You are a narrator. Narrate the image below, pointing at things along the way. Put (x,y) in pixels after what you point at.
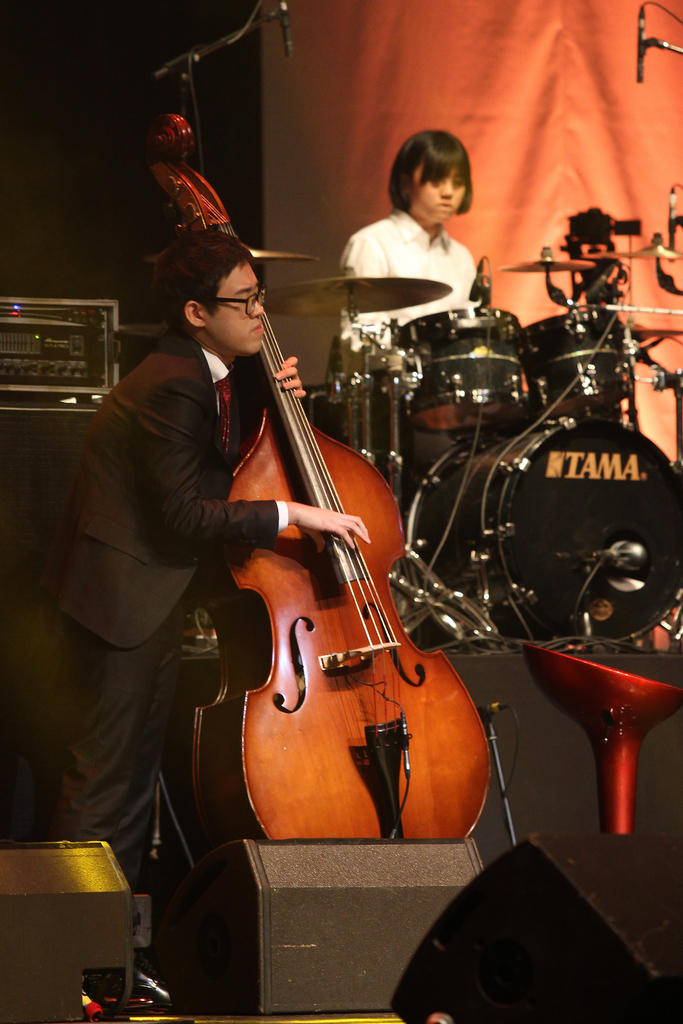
In this picture there are two people (223,442) are performing the music instruments (332,587). The women (388,230) in white shirt (410,257) playing the drums (464,340) and the man (162,452) in black blazer (153,444) playing the double bass (320,580). Background of this people (247,317) is a curtain (353,173).
